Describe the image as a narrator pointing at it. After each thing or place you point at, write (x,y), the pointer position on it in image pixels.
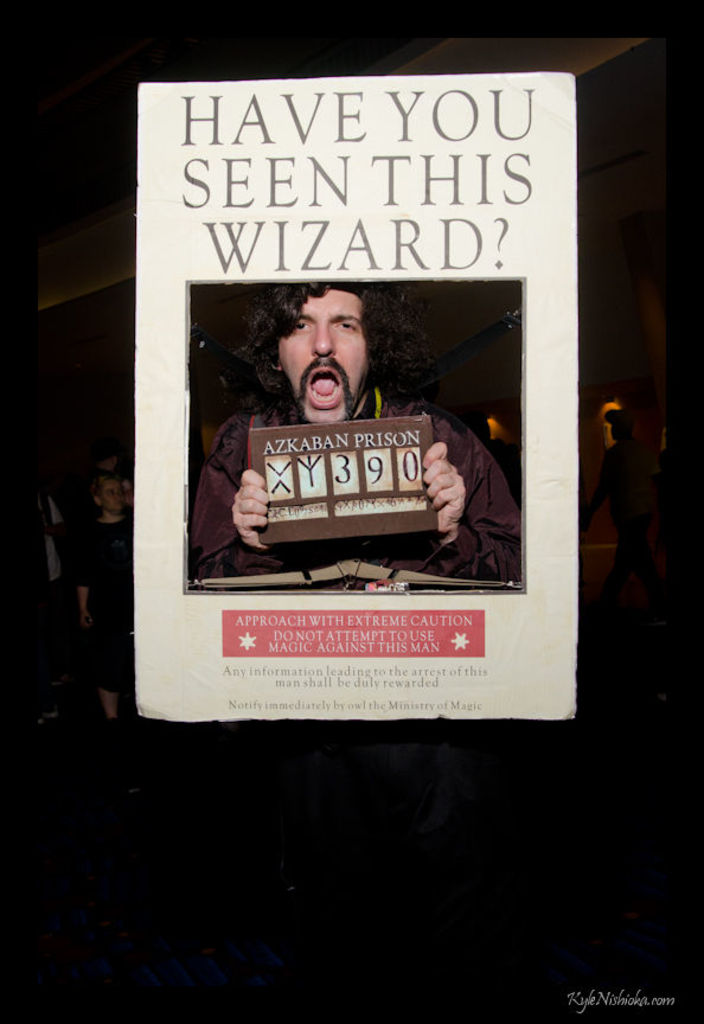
In the picture we can see a poster (552,658) on it is written as have you seen this wizard and on it a photo (423,397) with a man (352,796) holding a board (384,527) with 390 on it.
